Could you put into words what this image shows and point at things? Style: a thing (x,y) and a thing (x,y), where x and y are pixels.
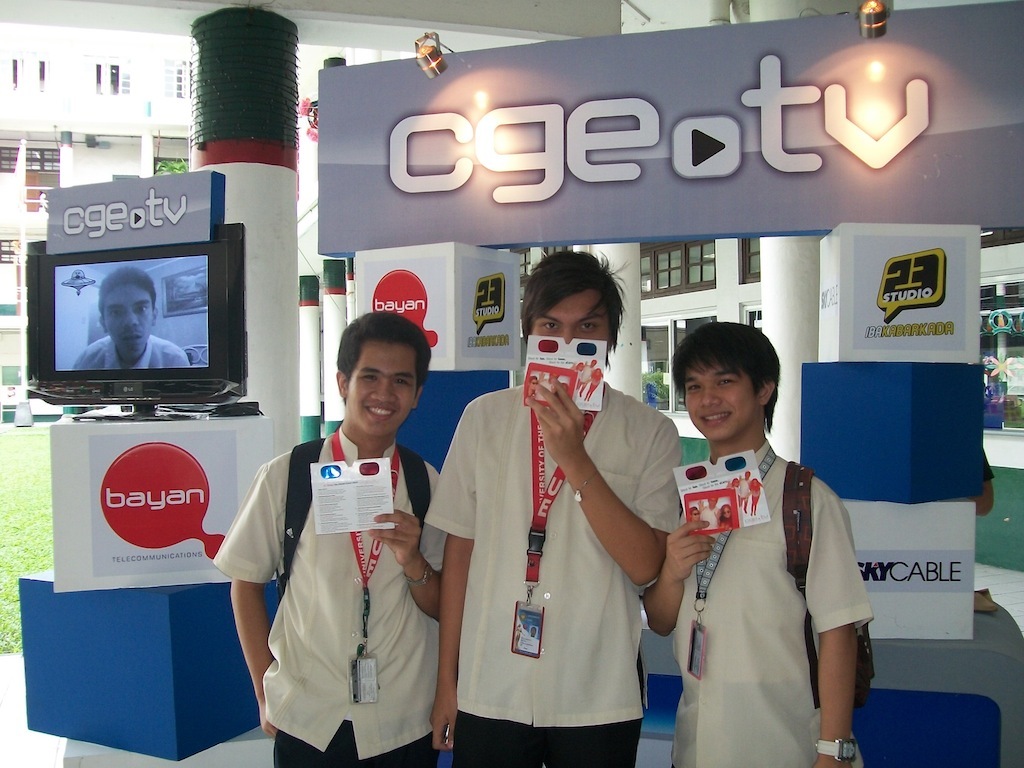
In this image we can see three men (394,561) standing on the floor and holding cards (382,464) in their hands (565,427). In the background (798,325) we can see advertisement (727,211), display screen (148,265), building (96,78), windows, pillars (790,236) and floor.
